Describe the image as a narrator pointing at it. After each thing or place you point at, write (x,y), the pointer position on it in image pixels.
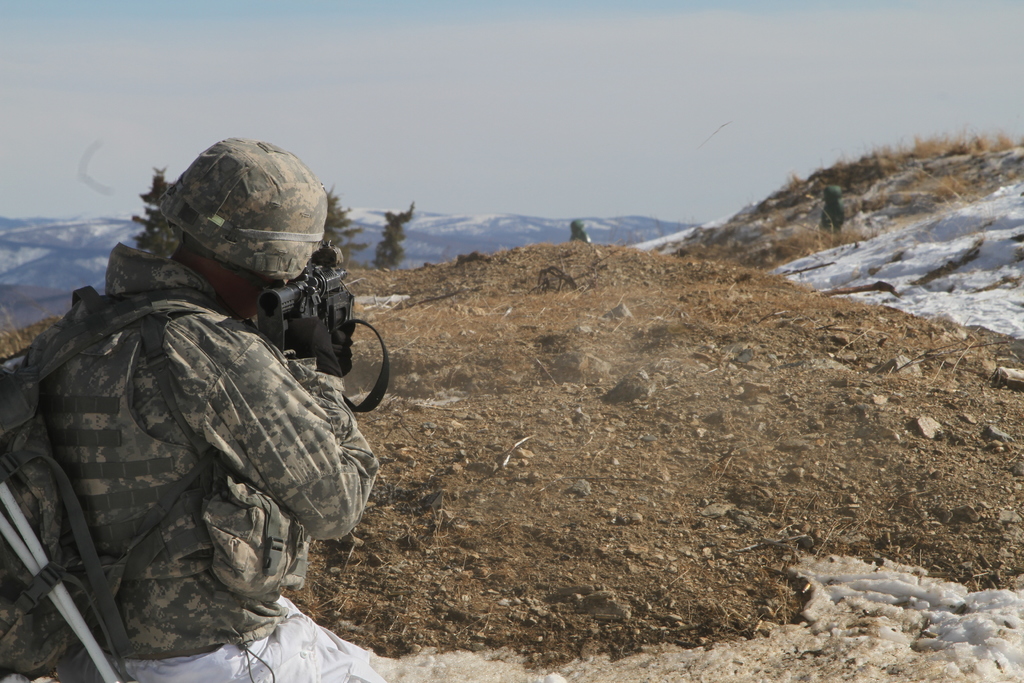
In this picture, we can see a soldier (220,648) carrying a gun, bag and we can see the ground (900,367) with some objects (617,307) like stones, rock (803,223) and we can see mountains (973,220), trees (396,245), and the sky (556,87).
